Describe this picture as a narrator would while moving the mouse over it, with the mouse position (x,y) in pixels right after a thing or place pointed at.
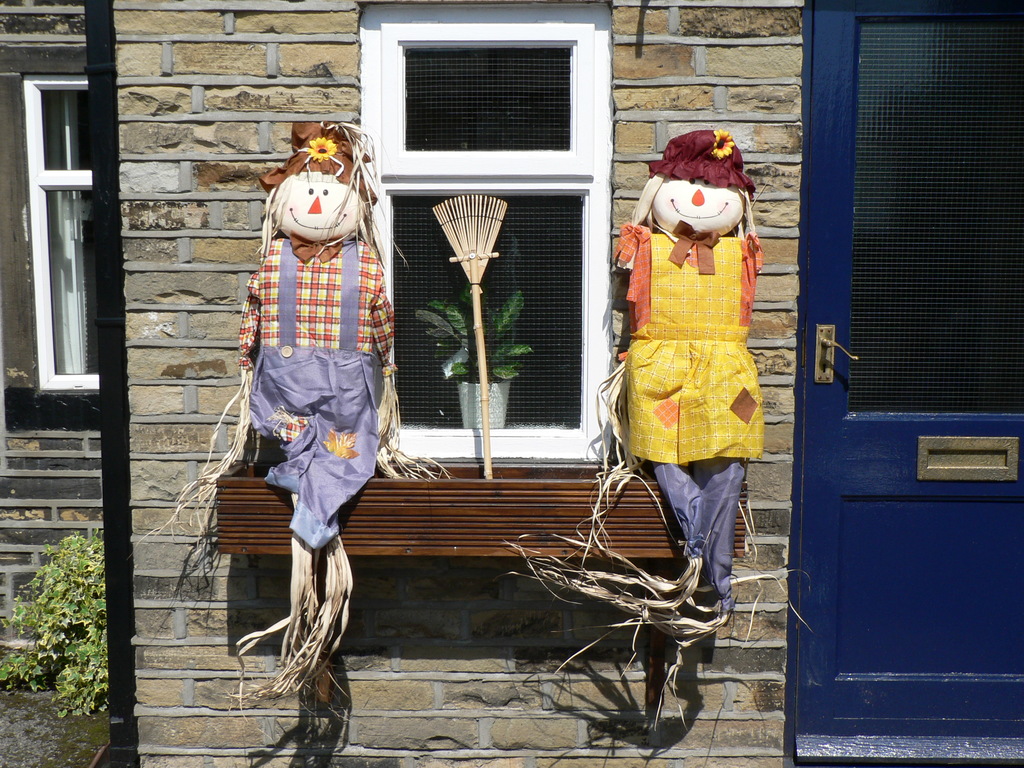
In this image I can see two dolls (665,361) and they are wearing yellow, orange and purple color dress (650,320). I can also see few windows (449,69) and a door (851,591) in blue color, background (144,370) the wall (224,182) is in gray and cream color and few plants (40,633) in green color.
